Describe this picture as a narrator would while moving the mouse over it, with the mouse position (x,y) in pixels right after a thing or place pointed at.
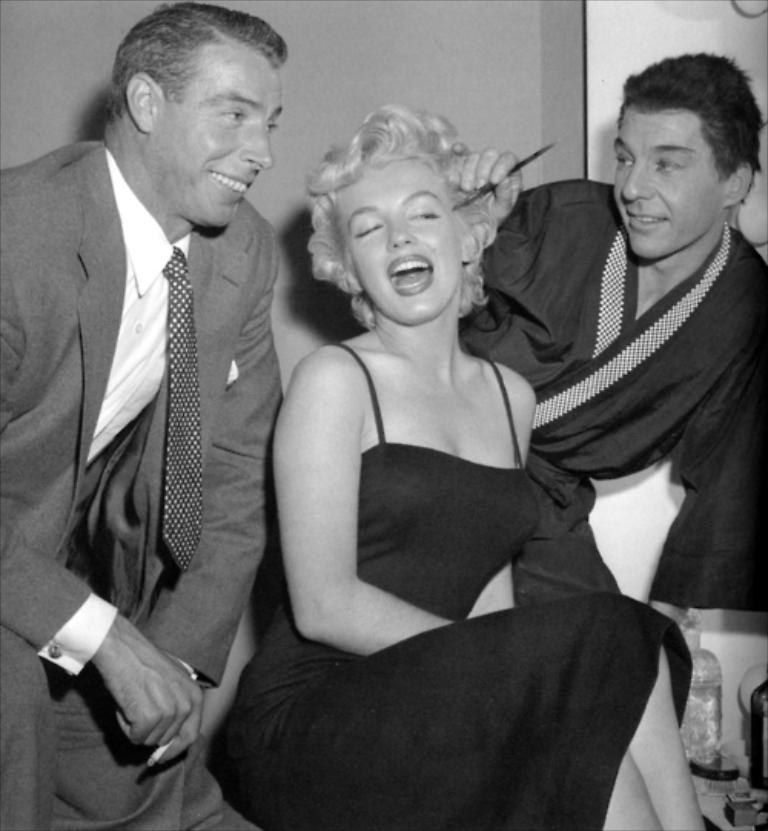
A beautiful woman (421,587) is sitting, she wore dress (325,674), on the left side (220,198) a man (165,229) is there. He wore a coat (100,320), tie (187,419), shirt (128,327) and also he is smiling.
